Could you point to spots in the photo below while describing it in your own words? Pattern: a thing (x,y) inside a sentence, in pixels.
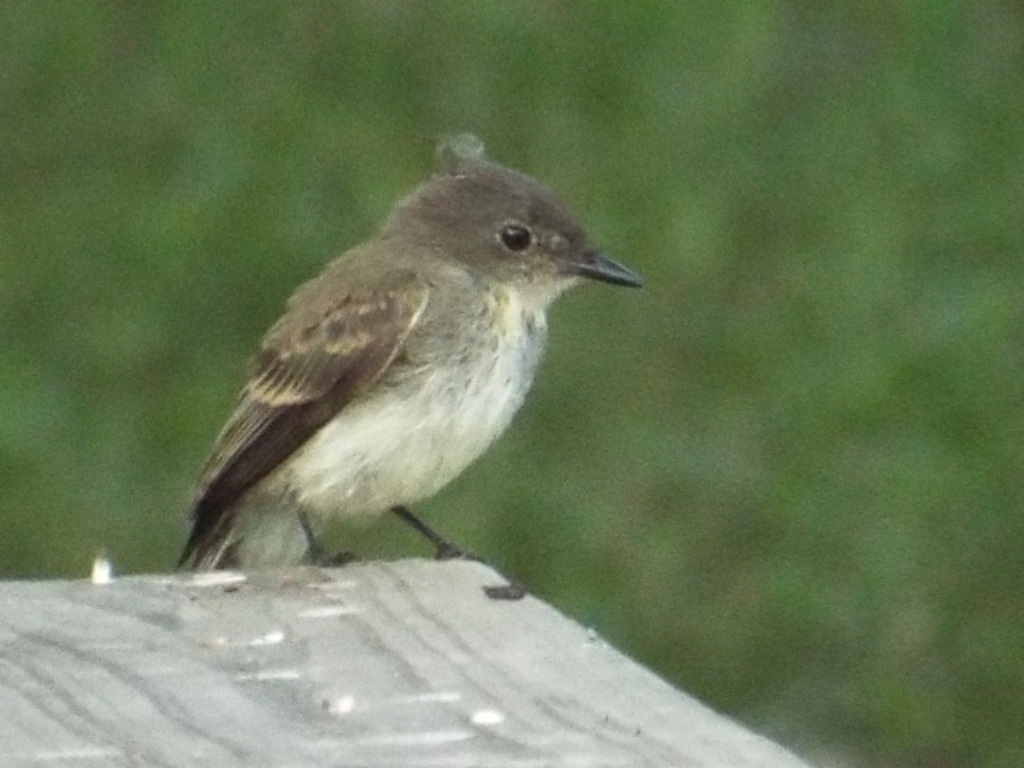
In this image we can see a bird (423,295) and in the background (342,9) the image is blurred.
